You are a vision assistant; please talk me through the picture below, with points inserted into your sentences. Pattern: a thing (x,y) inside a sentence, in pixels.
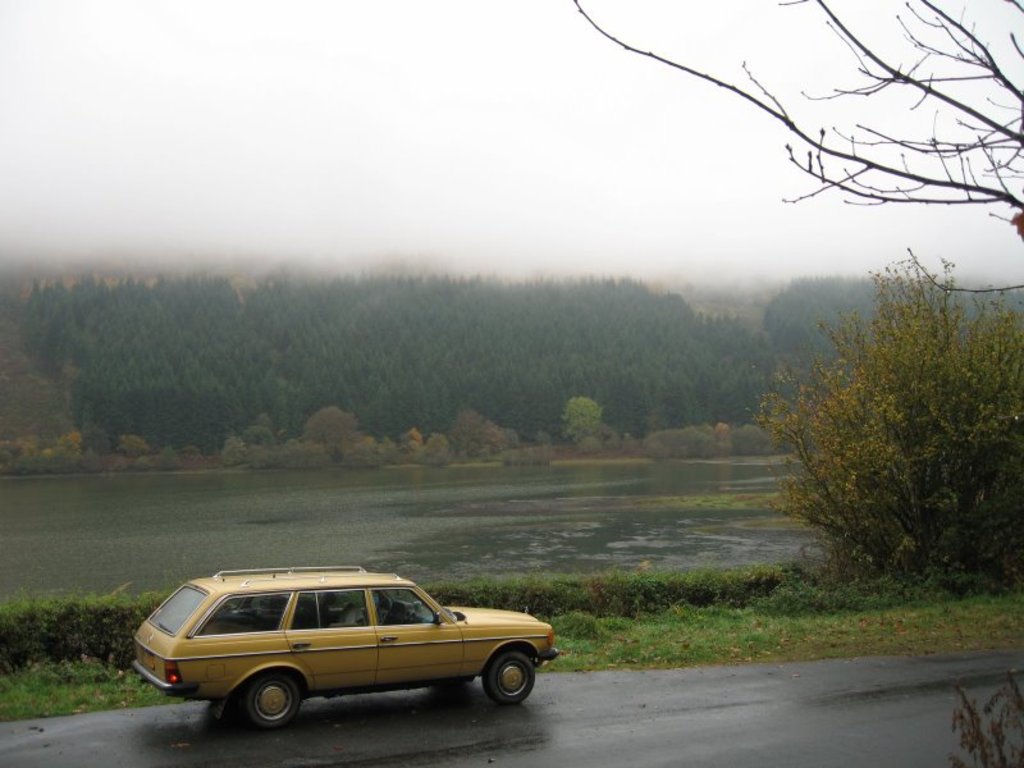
In this image, we can see a car (383,672) on the road (793,719) and in the background (507,309), there are trees (700,383), plants (455,453) and there is water (588,527). At the top (248,108), there is sky (297,156).
